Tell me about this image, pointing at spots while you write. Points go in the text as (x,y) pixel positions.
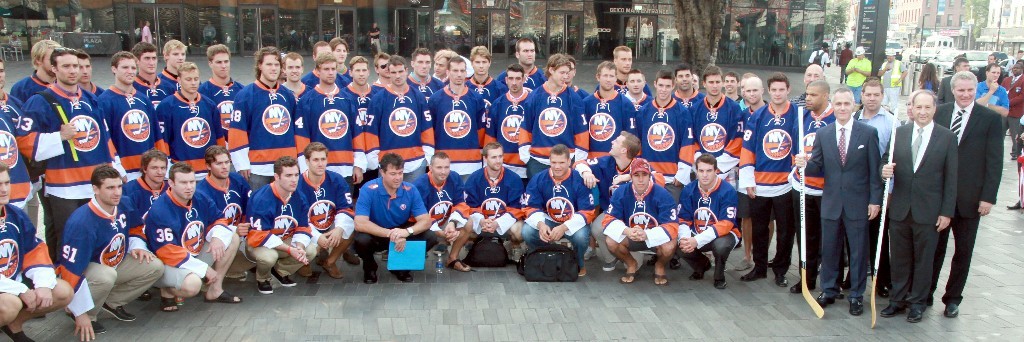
In this image, we can see some people (129,162) standing and some people (618,211) are in squat position, at the right side (955,188) there are some people (957,177) standing and holding sticks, in the background (941,46) we can see some cars (933,52) and there are some buildings (961,23).
